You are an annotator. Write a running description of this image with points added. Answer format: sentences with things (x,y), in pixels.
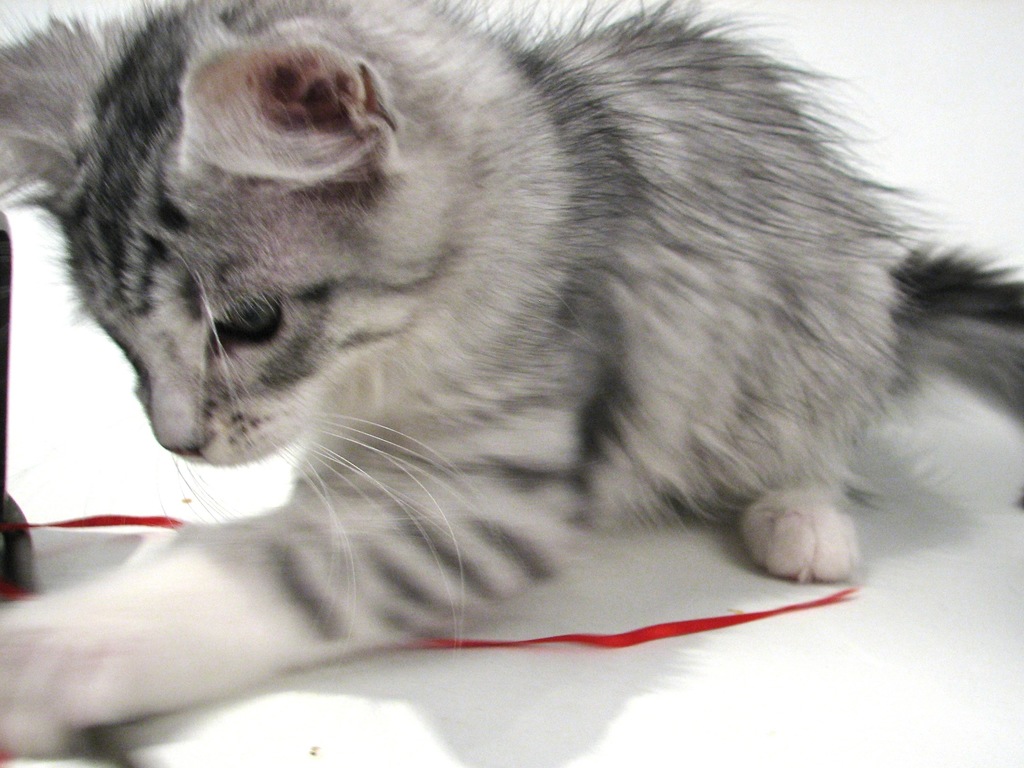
In this picture we can see a cat (333,250), there is a red color ribbon (579,640) here.
